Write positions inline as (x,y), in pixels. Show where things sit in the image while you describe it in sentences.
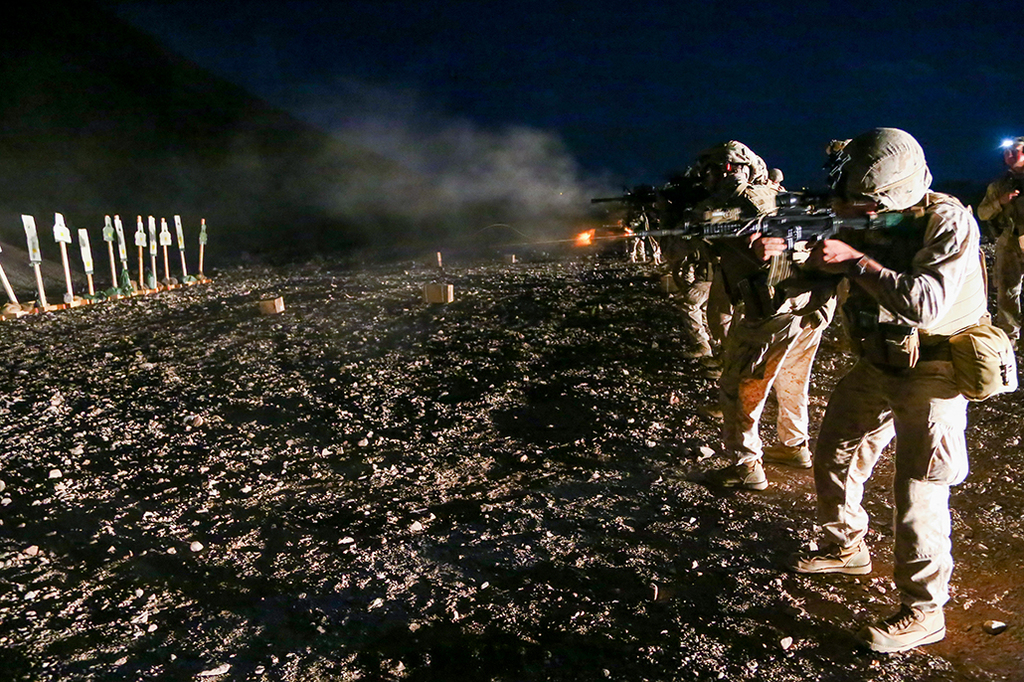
In this image there is a ground (379,472) in middle of this image (450,406) and there are some persons (702,272) standing on the right side of this image (807,270) and they are holding weapons (716,217). There are some objects (69,295) kept on the left side of this image (145,246) and there is a sky (482,103) on the top of this image (422,121).
